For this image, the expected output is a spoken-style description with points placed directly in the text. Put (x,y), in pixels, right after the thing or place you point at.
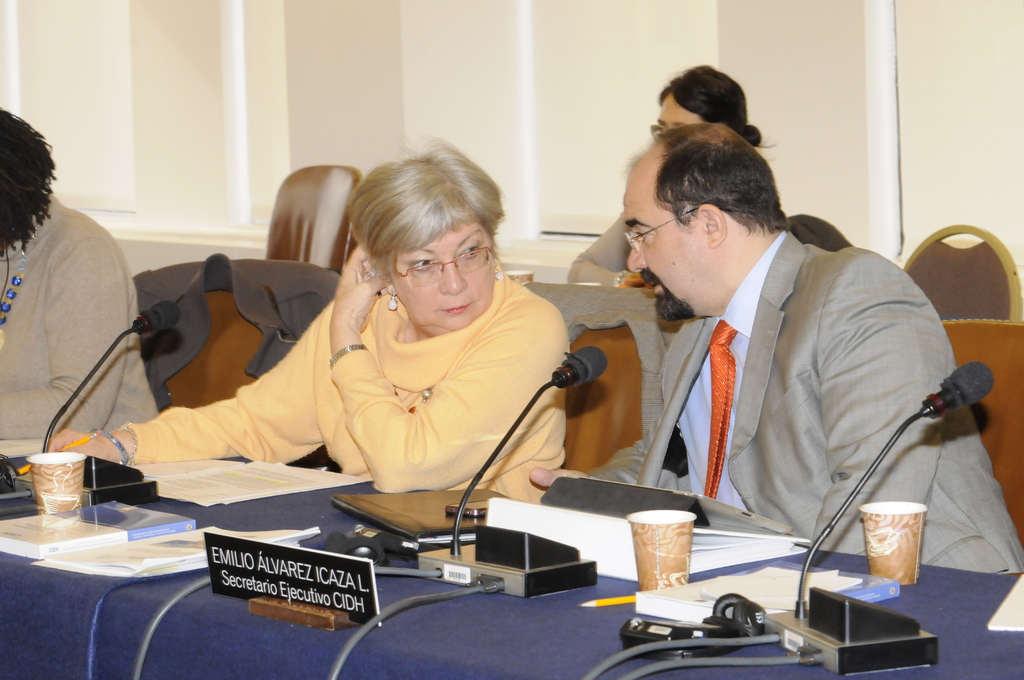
In this picture we can see four persons (731,187) are sitting on chairs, there is a table (400,634) in the front (456,657), we can see microphones (567,365), files (254,473), glasses (686,572), wires (714,660), a pencil (615,603), a mobile phone (466,508) and a name board (271,583) present on the table (448,667), they are looking like window blinds (623,92) in the background (623,92).
